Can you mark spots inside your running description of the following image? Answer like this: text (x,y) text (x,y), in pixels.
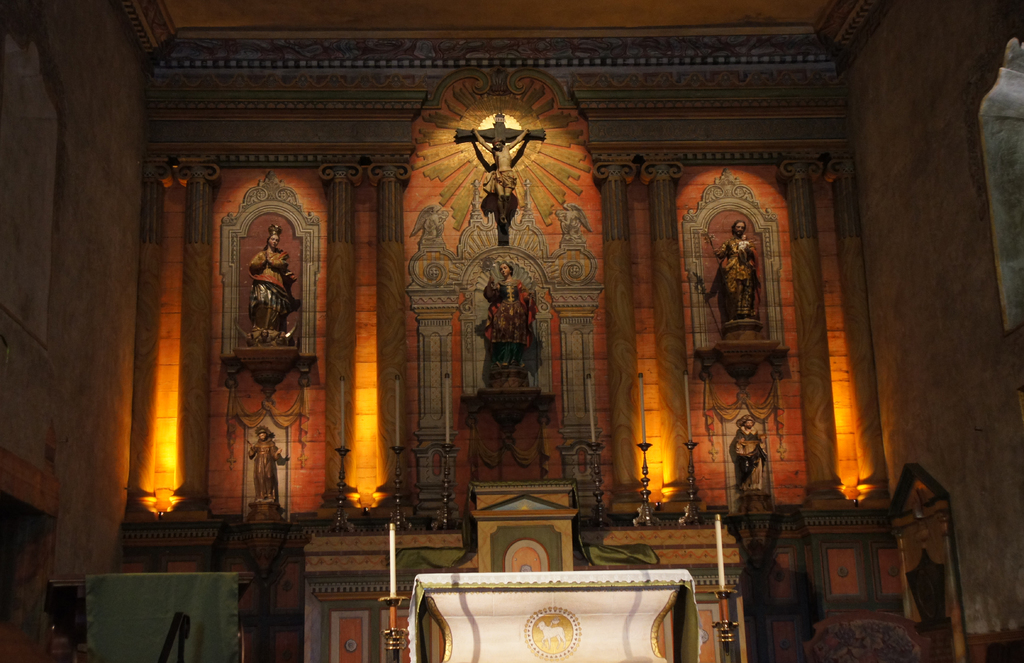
In this image there is a table (609,536) on that table (458,626) there are candles (590,443), in the background (379,443) there is a wall (893,465), on that wall (648,362) there are sculpture (520,136).
